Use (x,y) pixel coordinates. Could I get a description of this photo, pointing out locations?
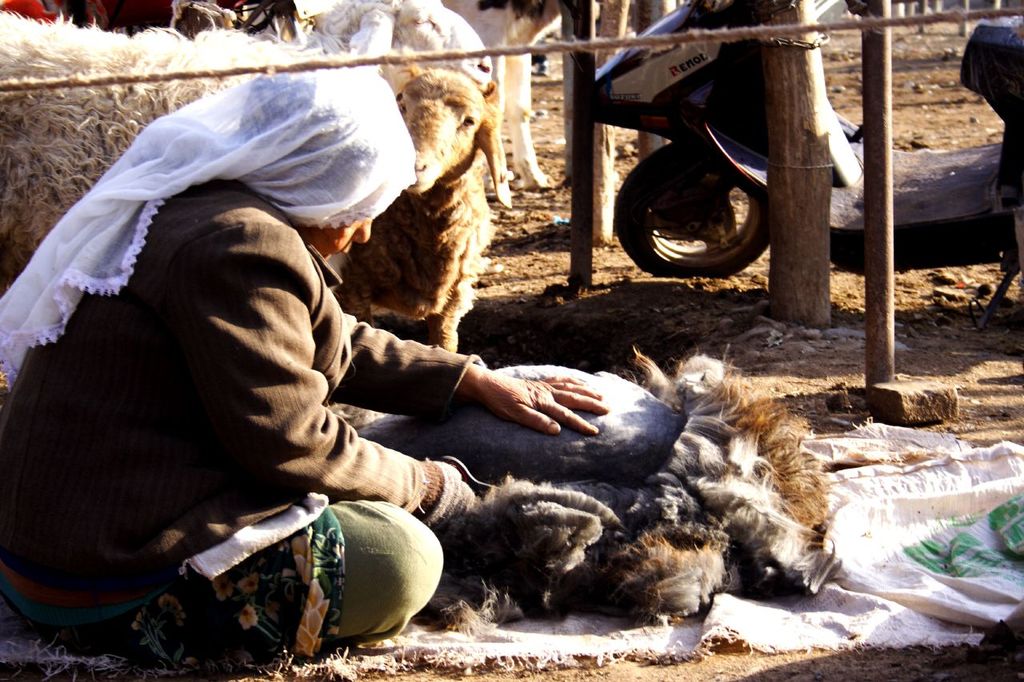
In the image we can see a person (210,373) sitting and wearing clothes (279,394). We can even see a two wheeler (754,177) and there are animals (519,133). Here we can see the rope (840,29), pole (773,210) and the sand (912,426).
